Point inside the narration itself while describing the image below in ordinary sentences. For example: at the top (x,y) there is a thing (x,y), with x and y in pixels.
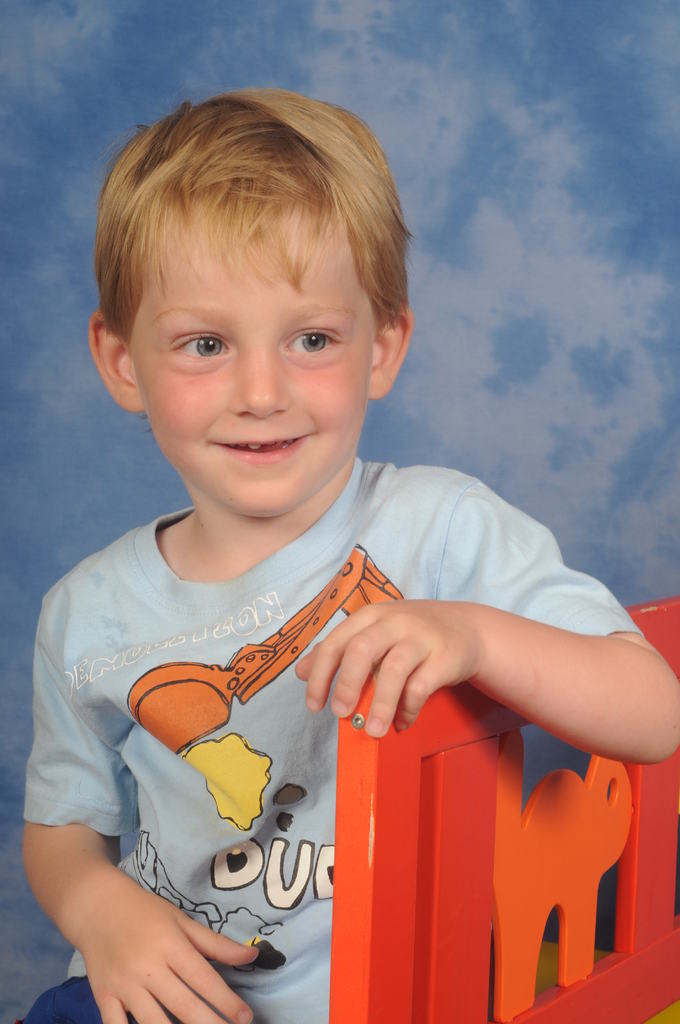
In this image we can see one boy (174,804) sitting on the chair (465,872) and holding it. There is white and blue color background (593,240).
